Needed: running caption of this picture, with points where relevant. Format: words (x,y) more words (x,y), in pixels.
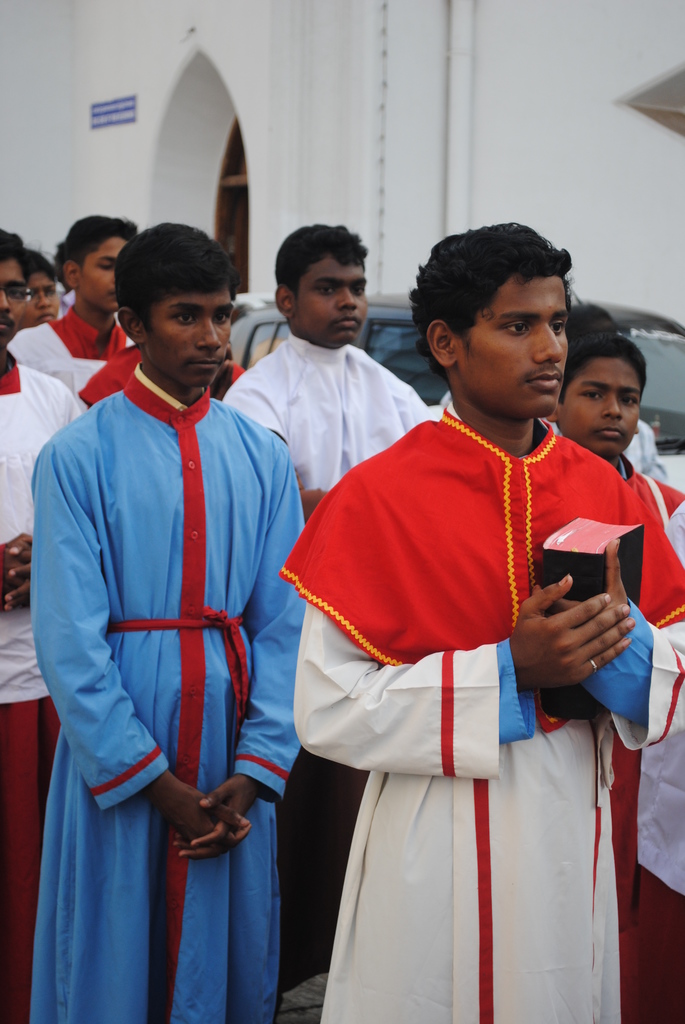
In this picture there is a person (413,601) standing and holding the book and there are group of people (143,646) standing. At the back (657,336) there is a vehicle (673,420) and there is a building (296,59) and there is a board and pipe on the wall (234,32).
